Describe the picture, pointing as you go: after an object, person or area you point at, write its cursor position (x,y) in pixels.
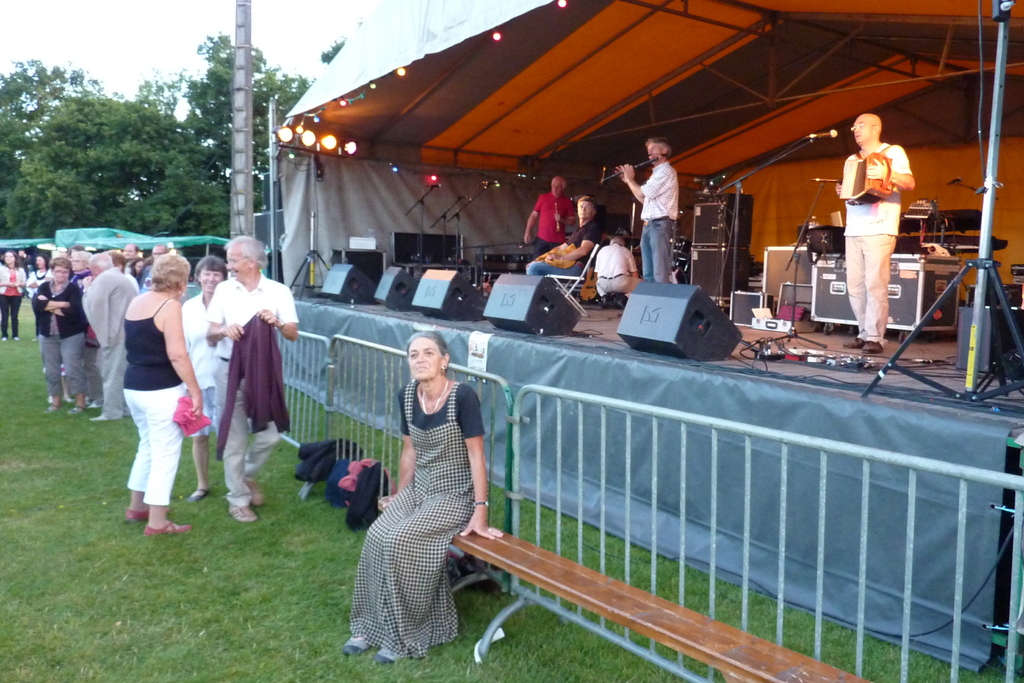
In the bottom left corner of the image (142,549) there is grass (669,577). In the middle of the image (440,344) a woman (436,342) is sitting on a bench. Behind her there is fencing (304,332). Behind the fencing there is a stage (990,441), on the stage (1004,440) few people (545,275) are standing and holding some musical instruments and there are some microphones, speakers (996,350) and musical devices (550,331). At the top of the image (836,141) there is tent (1023,114). On the left side of the image (202,398) few people (246,316) are standing. Behind them there are some tents (104,245) and trees (291,97). In the top left side of the image (178,37) we can see sky (277,5).
